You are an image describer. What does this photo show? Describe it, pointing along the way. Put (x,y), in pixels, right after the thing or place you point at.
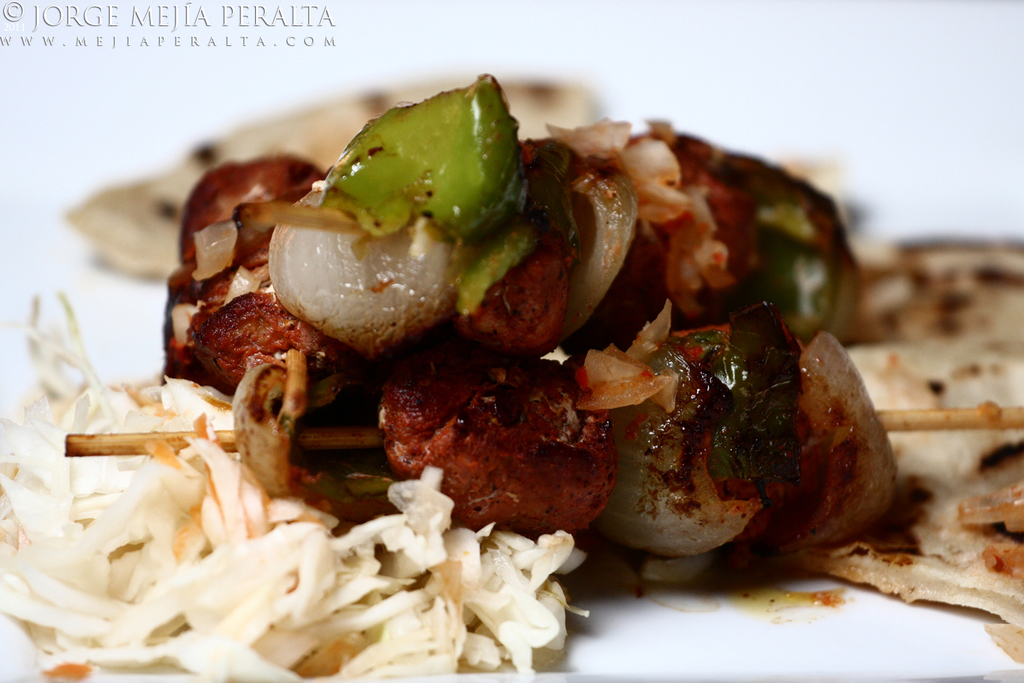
This is a zoomed in picture. In the center (478,403) we can see the food items (479,330) placed on the top of a white color object (636,28). At the top left corner (104,36) there is a watermark (244,17) on the image.
